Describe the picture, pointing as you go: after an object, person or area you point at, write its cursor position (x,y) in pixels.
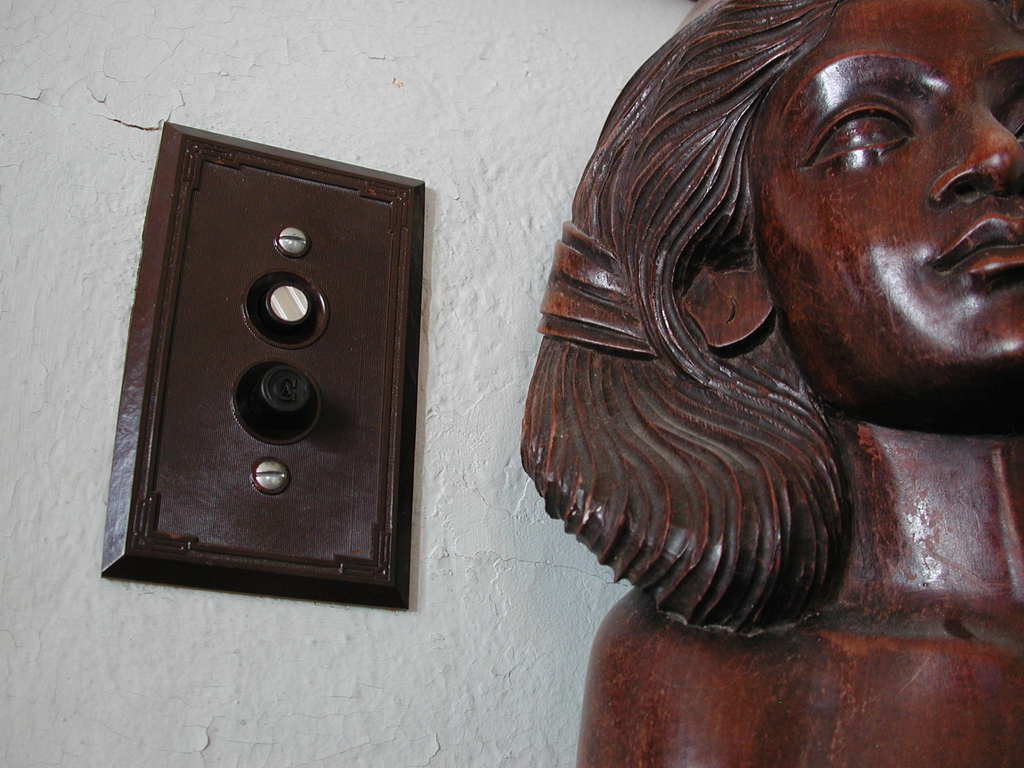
In the foreground of this picture (870,678), there is a sculpture (799,409) on the right (805,368) and a brown board (350,426) to the wall (336,134).
